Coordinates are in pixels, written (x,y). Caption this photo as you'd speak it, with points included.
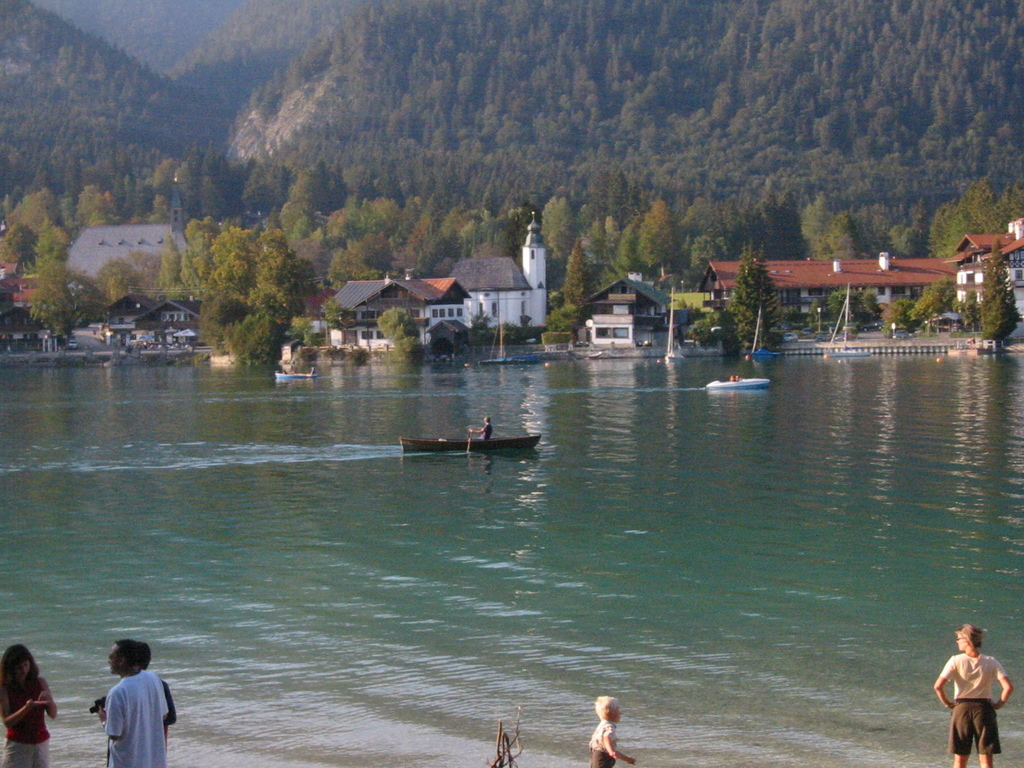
In this image I can see people (491,428) among them some are on boats (497,441). These boats (532,443) are on the water (558,542). In the background (274,277) I can see trees (293,298), buildings (511,304) and other objects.
